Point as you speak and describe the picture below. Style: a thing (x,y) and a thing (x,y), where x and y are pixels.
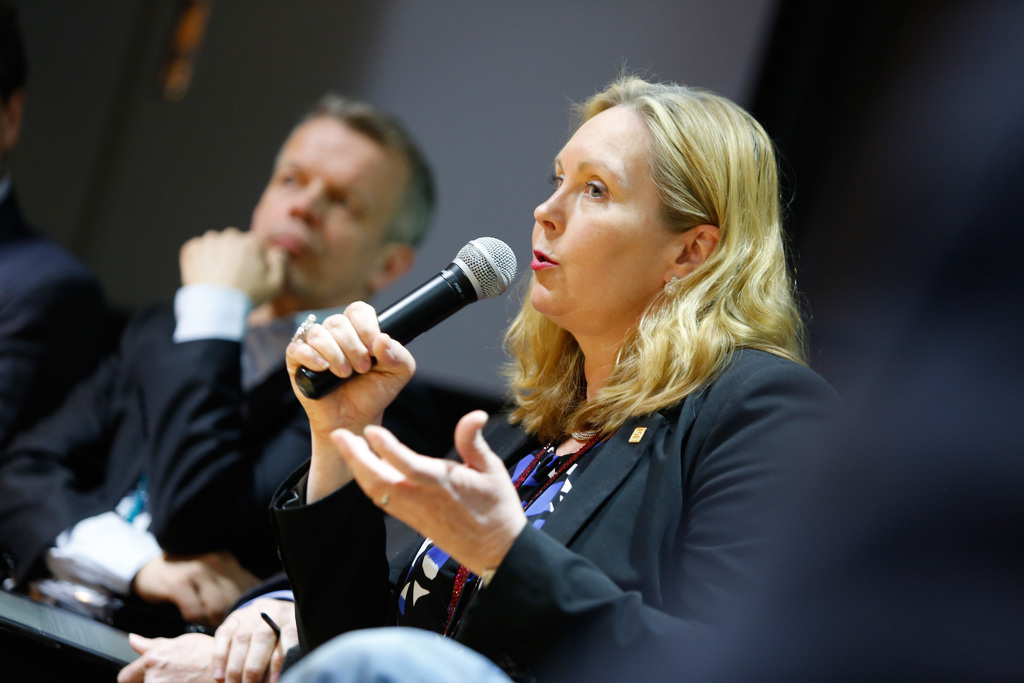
In this image I can see a woman (536,441) is talking in the microphone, she wore black color coat (643,522). Beside her there is a man (284,436), he wore black color coat (190,431).
